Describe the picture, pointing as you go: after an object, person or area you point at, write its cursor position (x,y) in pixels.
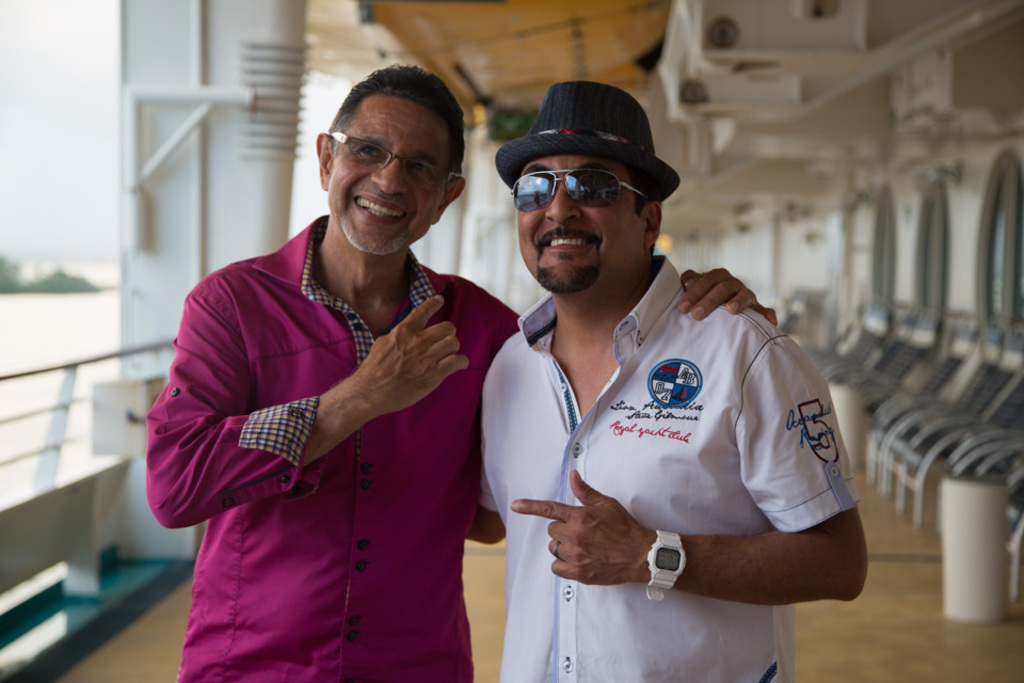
In front of the picture, we see two men (499,402) are standing. They are smiling and they are posing for the photo. The man (414,219) on the left side (325,189) is wearing the spectacles (370,154). The man (571,162) on the right side (684,449) is wearing the goggles (545,197) and a hat (606,119). On the right side (878,363), we see the chairs (881,388) and a wall (951,265). In the background (762,247), we see a wall (906,205). Behind them, we see a pillar (262,91). At the top (580,39), we see the roof (386,44) of the building (828,61). On the left side (66,398), we see the railing (68,380) and trees (38,284). In the left top (42,109), we see the sky (54,175).
